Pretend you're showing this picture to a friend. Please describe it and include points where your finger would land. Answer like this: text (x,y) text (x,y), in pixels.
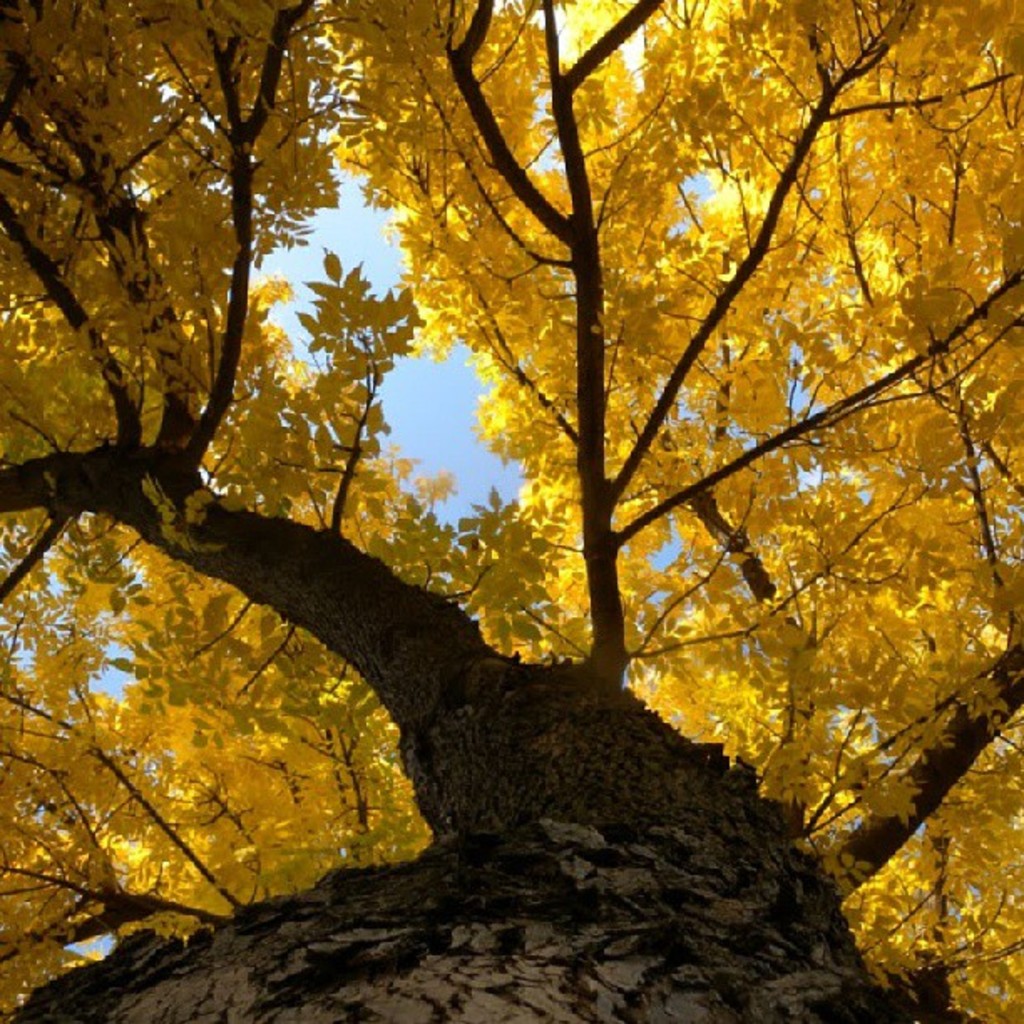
In this picture we can see a tree (534,541).
